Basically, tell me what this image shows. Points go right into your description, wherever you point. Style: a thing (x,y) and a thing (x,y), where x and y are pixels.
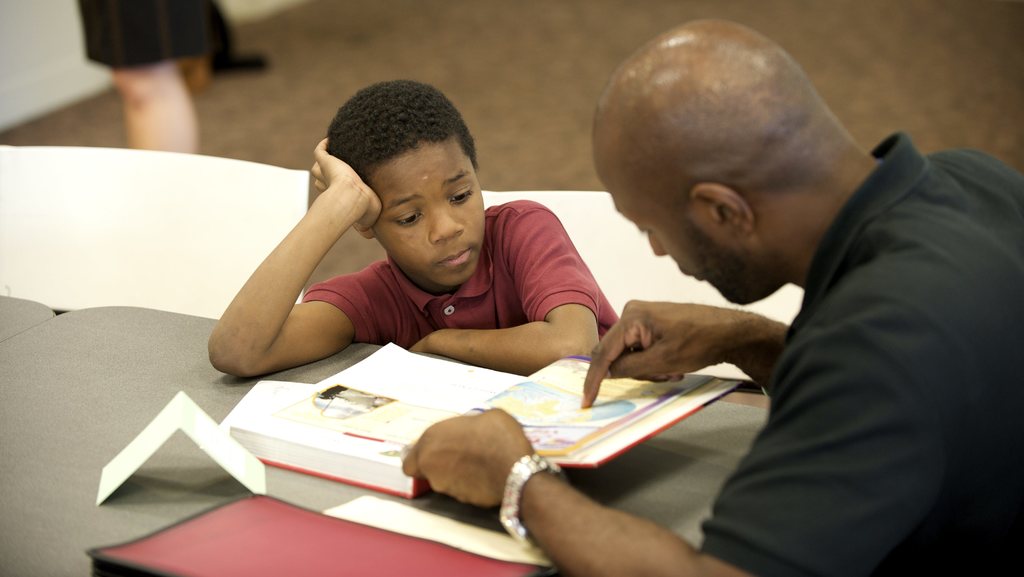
In this image we can see persons (483,259) sitting at the table (198,397). On the table (262,378) we can see books (204,554). In the background (204,30) we can see human legs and floor (402,36).
